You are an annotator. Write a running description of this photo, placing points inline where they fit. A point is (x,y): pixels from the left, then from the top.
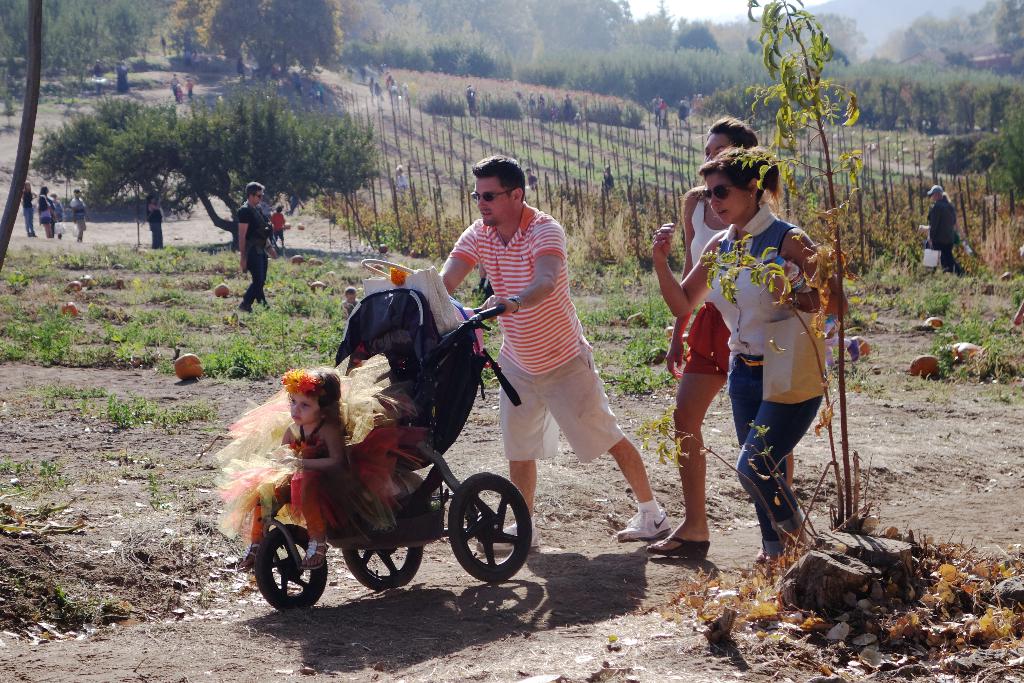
In this image I can see an open ground (623,350) and on it I can see number of people (521,298) are standing. In the front (558,337) I can see one man (479,188) is holding a stroller (434,347) and in it I can see a girl (296,420). On the right side of this image (812,270) I can see a plant (812,25) and in the background (62,16) I can see number of trees (66,38) and number of things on the ground (107,382).
